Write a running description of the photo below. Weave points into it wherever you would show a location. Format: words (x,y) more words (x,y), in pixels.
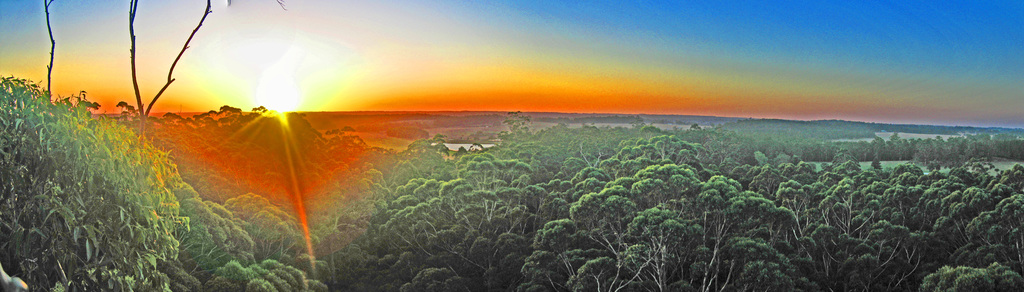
In this picture we can see trees (645,207) and fields (430,133). In the background of the image (488,62) we can see the sky (255,44) and sun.
